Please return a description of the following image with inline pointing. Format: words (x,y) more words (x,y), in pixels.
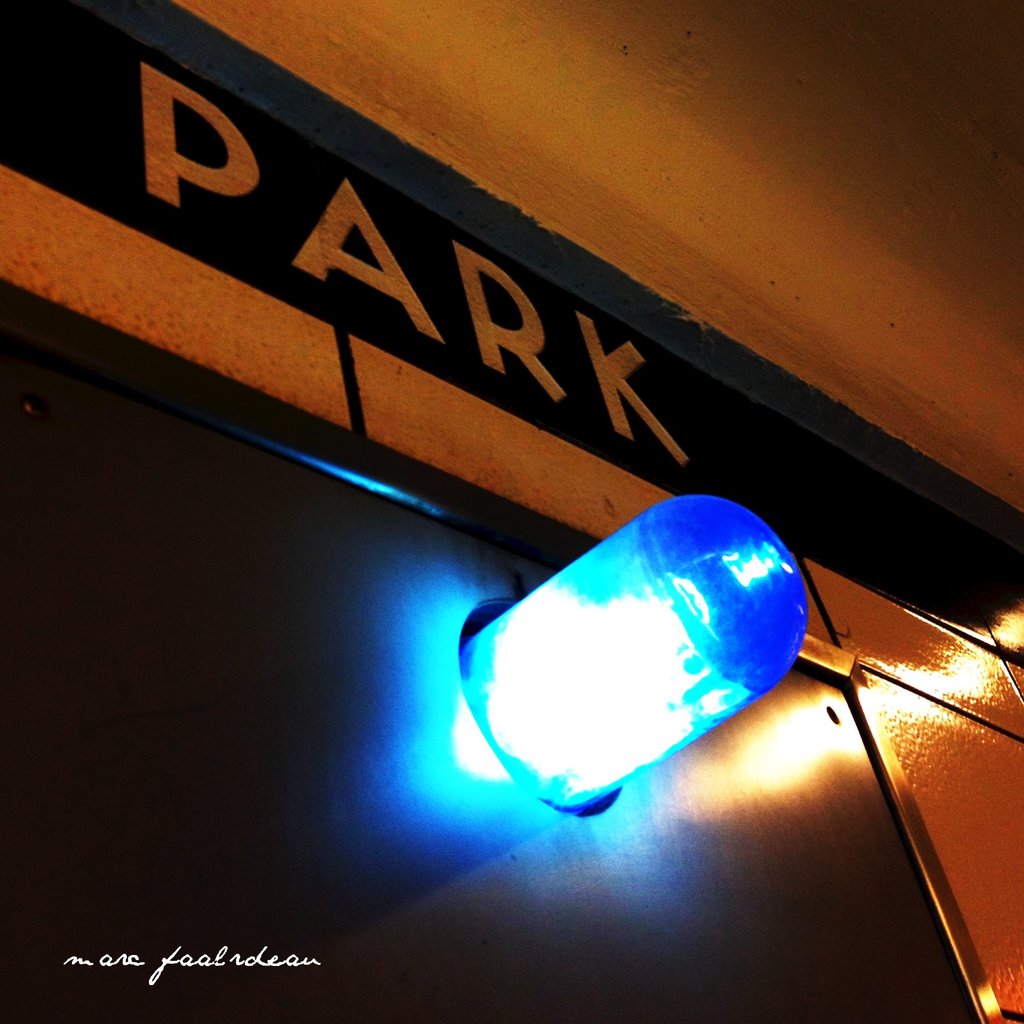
There is a blue light (540,707) and above that ''park'' is written.
